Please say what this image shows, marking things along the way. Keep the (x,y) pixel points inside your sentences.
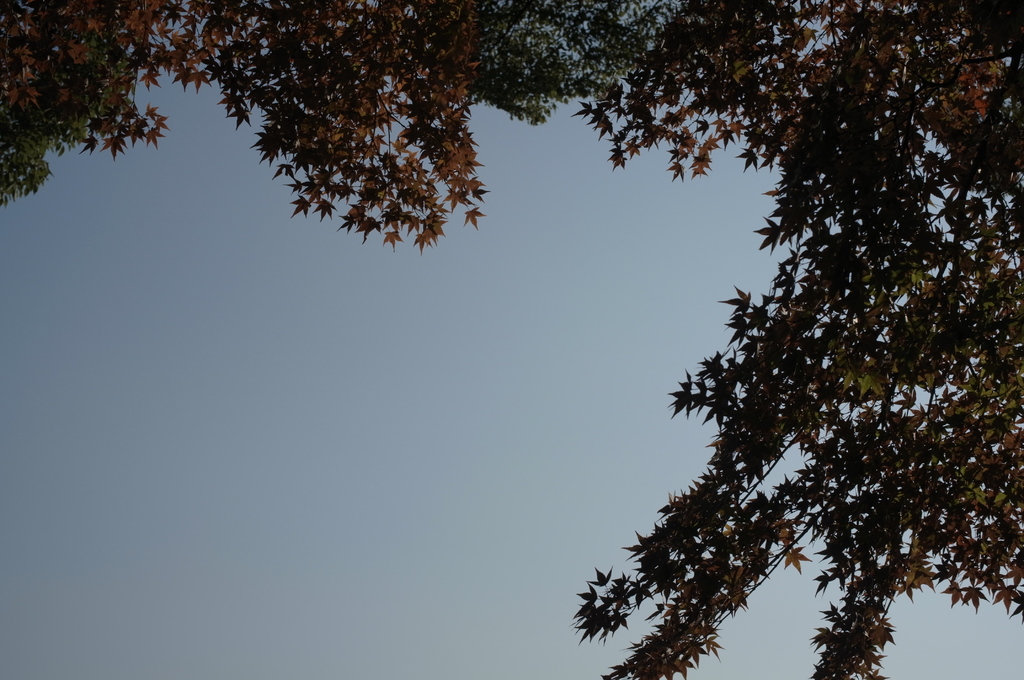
In this image there are trees (728,550). In the background (201,528) there is sky (270,464).
